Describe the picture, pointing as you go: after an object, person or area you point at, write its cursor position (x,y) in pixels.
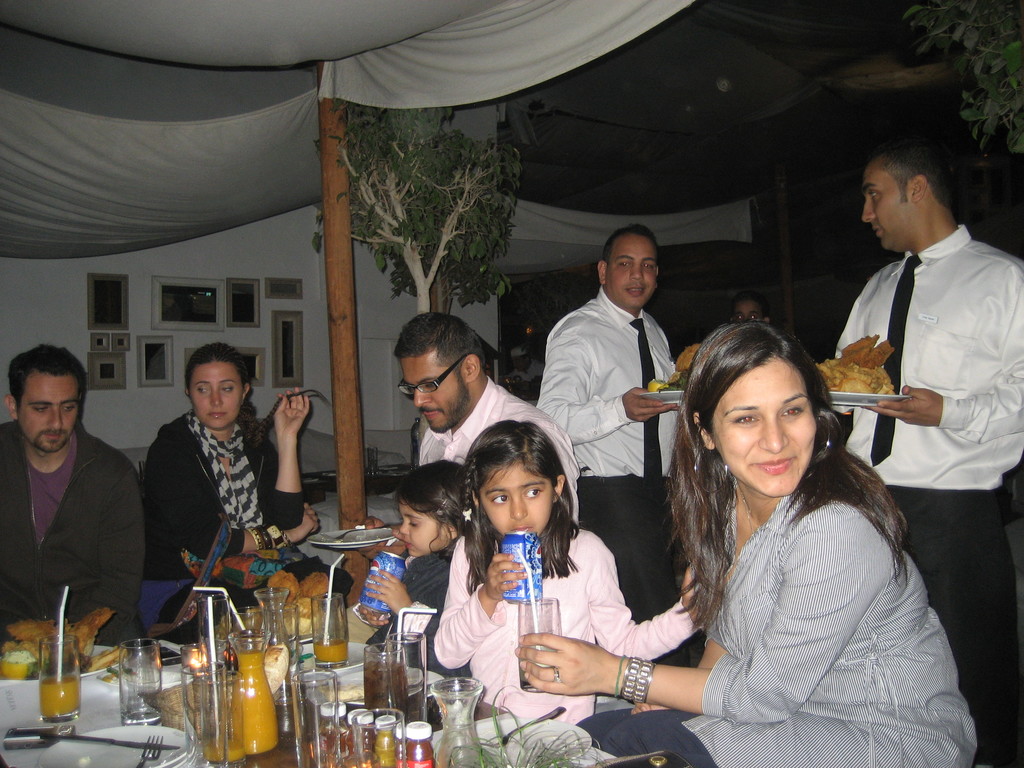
In this image we can see people (41,463) sitting. In front of them there is a table (252,620) on which there are glasses (220,663), fruit juices (261,688) and other objects (278,682). There are two people (912,175) standing, holding food items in plate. In the background of the image (395,313) there is a building (408,308). There are trees (405,181). At the top of the image (171,8) there is a white color cloth (605,31).
